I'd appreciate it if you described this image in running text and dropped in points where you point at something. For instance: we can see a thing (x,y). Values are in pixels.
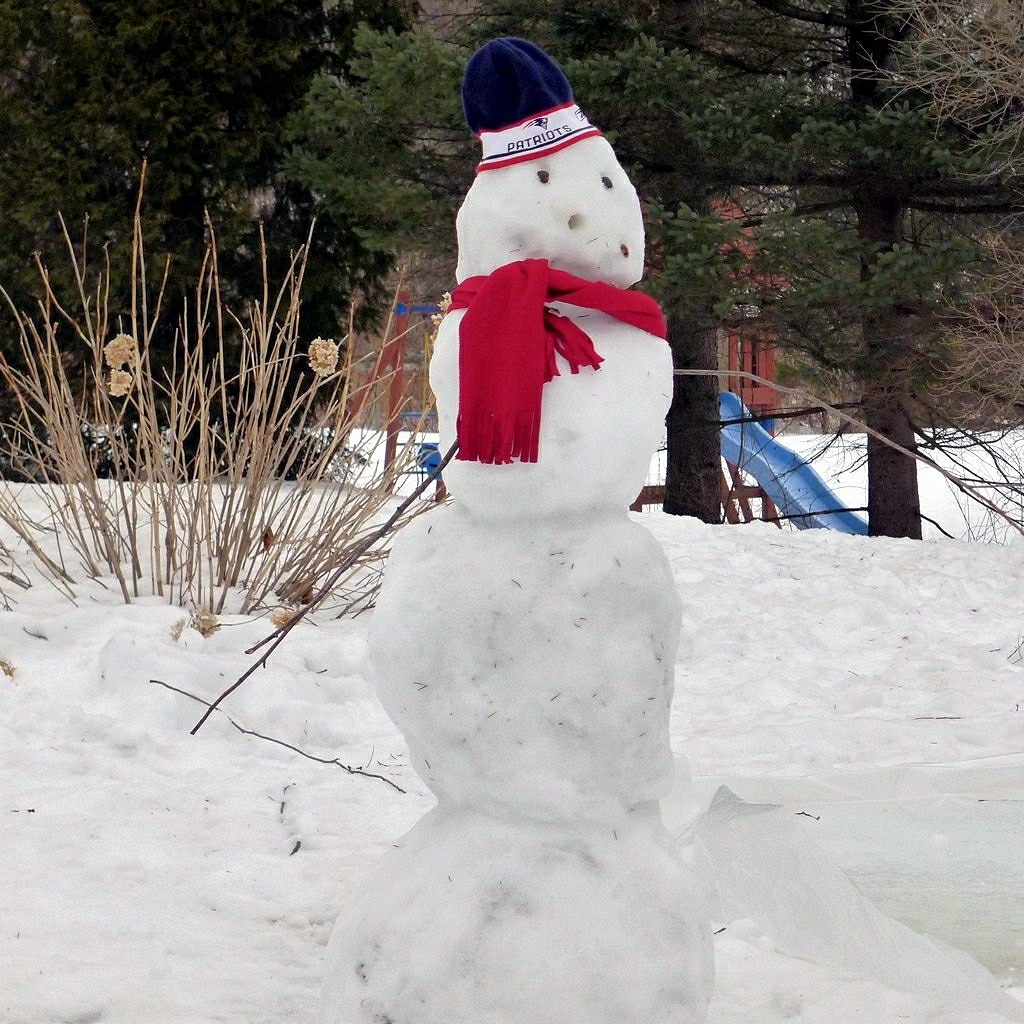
In the image we can see there is snowman (506,573) standing on the ground (115,909) and the ground (64,968) is covered with snow (350,508). Behind there is dry plants (199,536) and there are trees (361,137) at the back (361,137). There is a slide (806,502) kept on the ground (862,514).
